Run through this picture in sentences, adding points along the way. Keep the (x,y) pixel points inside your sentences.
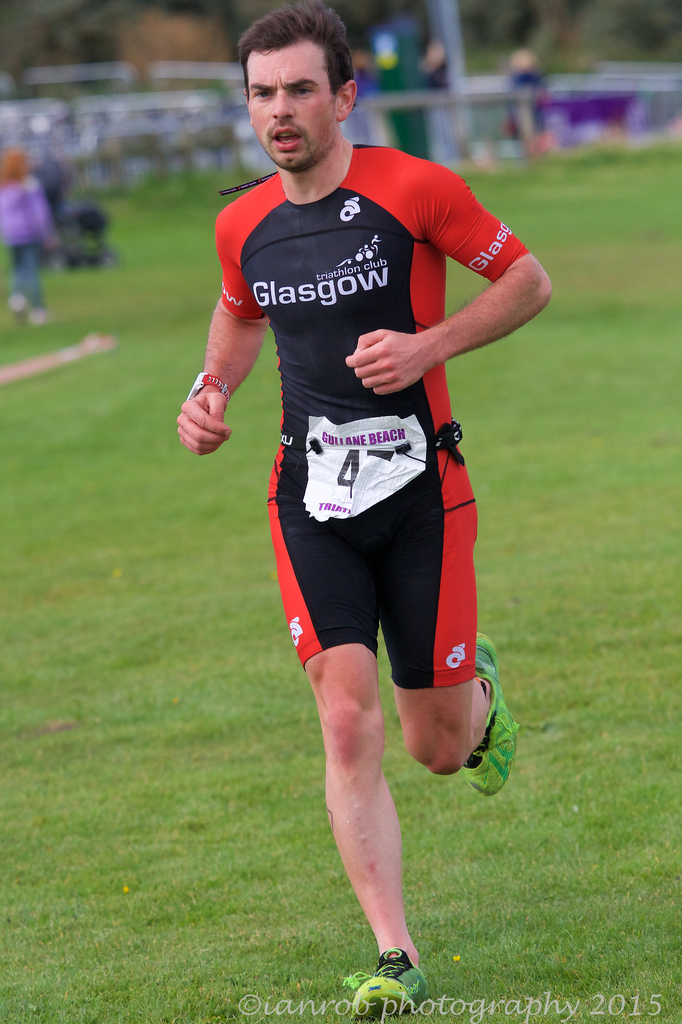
In this image we can see one person (342,312) running on the ground (116,541), so many trees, grass (623,410) on the ground (605,214), back side of the person (364,275) some children (19,220) are there and some objects (129,147) on the surface (148,687).
